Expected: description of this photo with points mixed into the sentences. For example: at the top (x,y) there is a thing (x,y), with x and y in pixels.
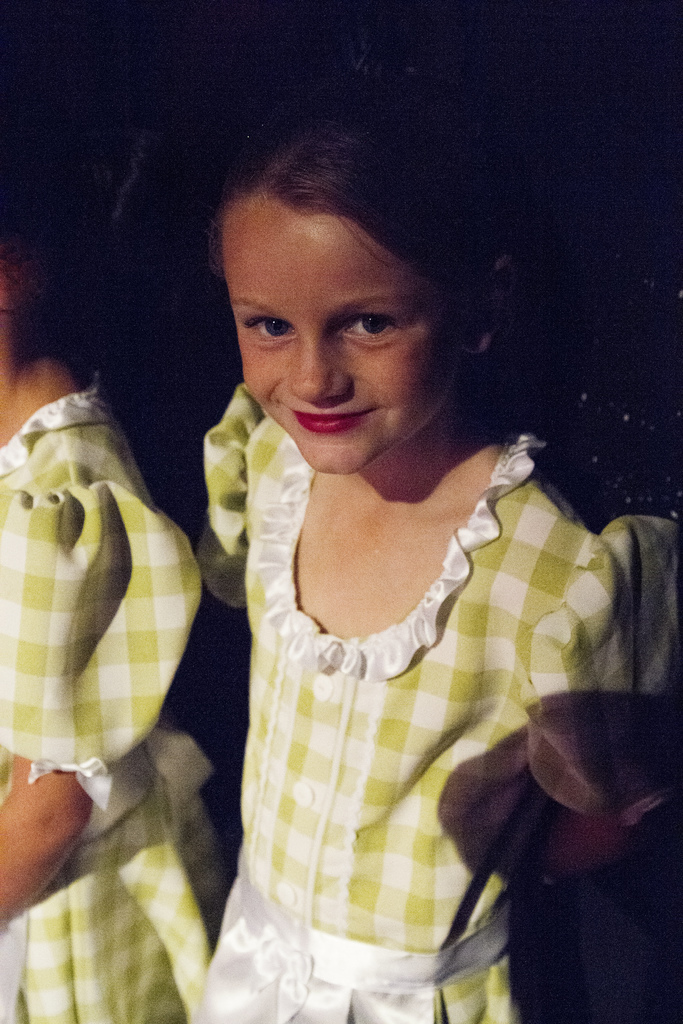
In the image we can see there is a girl (405,492) standing and she is wearing frock (317,842). Beside her there is another girl (134,621) standing.
